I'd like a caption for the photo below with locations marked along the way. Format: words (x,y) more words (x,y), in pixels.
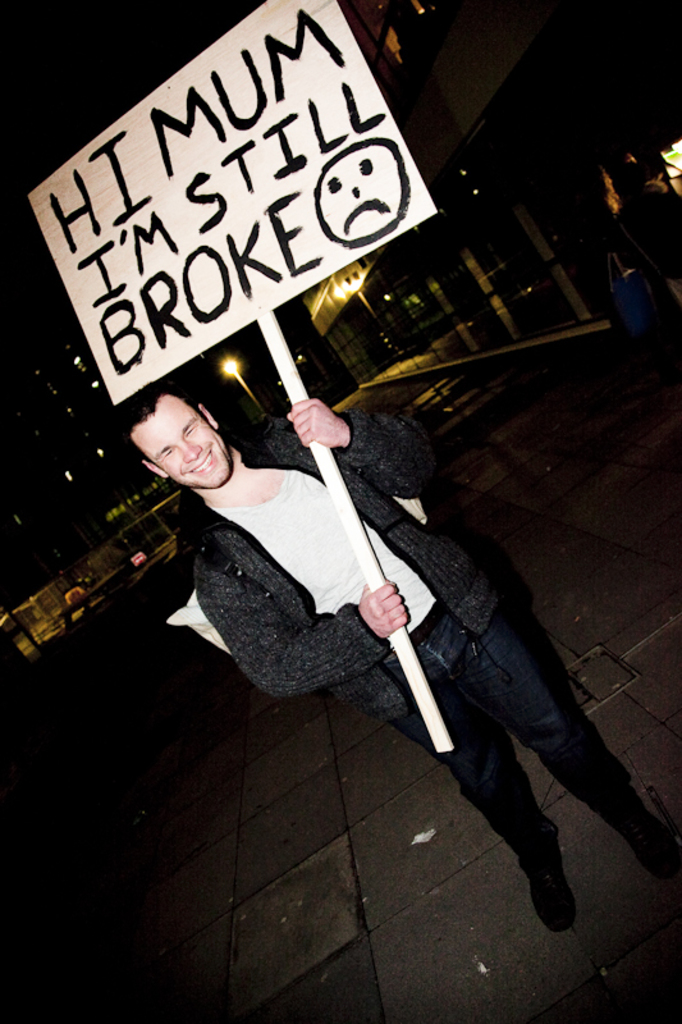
In this image in the center (309,610) there is one person (331,632) who is standing and he is holding a board (115,285), in the background (88,366) there are some buildings (588,284). At the bottom (184,848) there is a walkway (342,849).
